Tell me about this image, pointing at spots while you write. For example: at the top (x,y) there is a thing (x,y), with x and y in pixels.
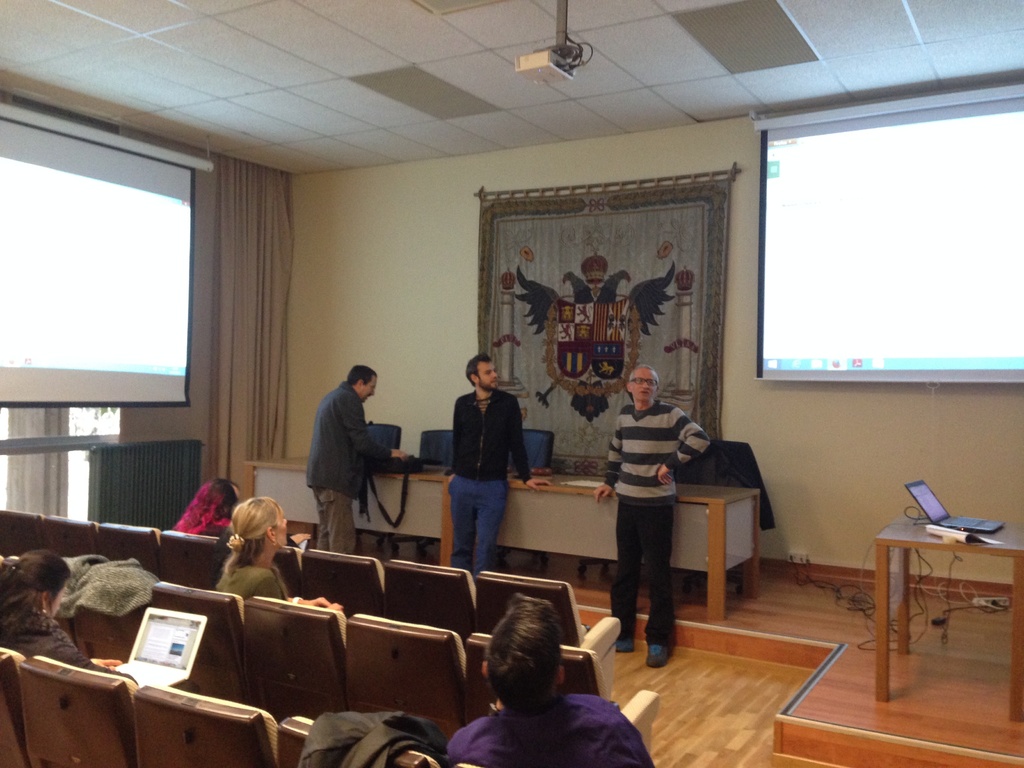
In this image i can see few people (504,671) sitting and few people (346,544) standing. In the background (399,248) i can see the wall (371,305), a curtain (229,287), 2 screens (169,269), a cloth (634,298), the ceiling (521,128) and a projector (523,61).
